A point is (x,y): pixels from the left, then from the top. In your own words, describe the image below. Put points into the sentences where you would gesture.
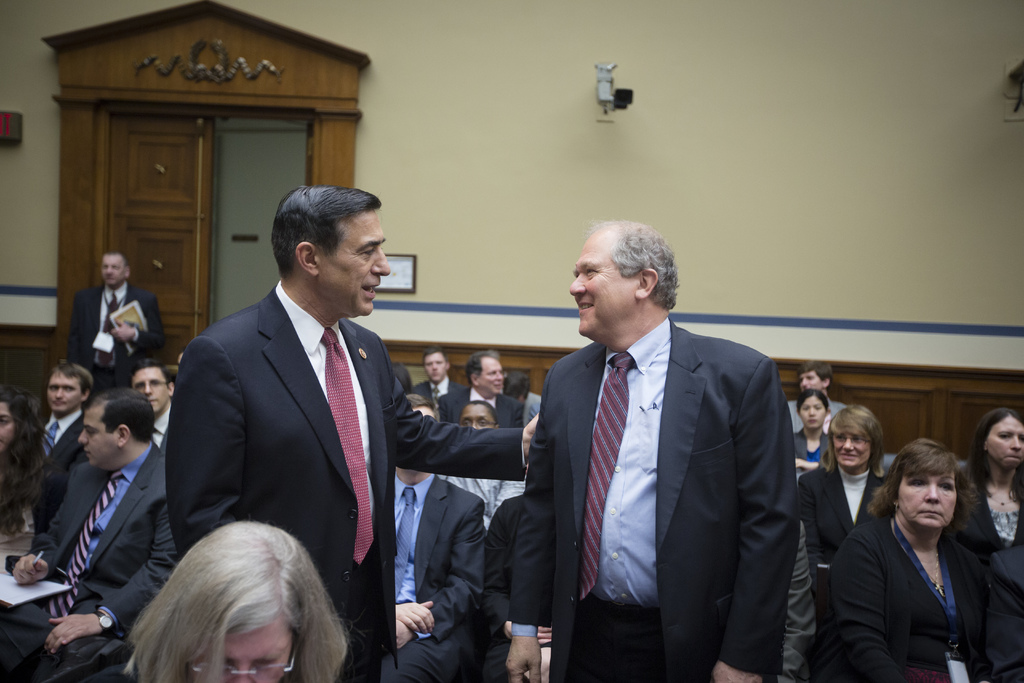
In this image I can see a group of people (1005,507) are sitting on the chairs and three persons (697,564) are standing on the floor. In the background (250,188) I can see a wall (825,176), door (250,175) and a photo frame (407,275). This image is taken may be in a hall.
